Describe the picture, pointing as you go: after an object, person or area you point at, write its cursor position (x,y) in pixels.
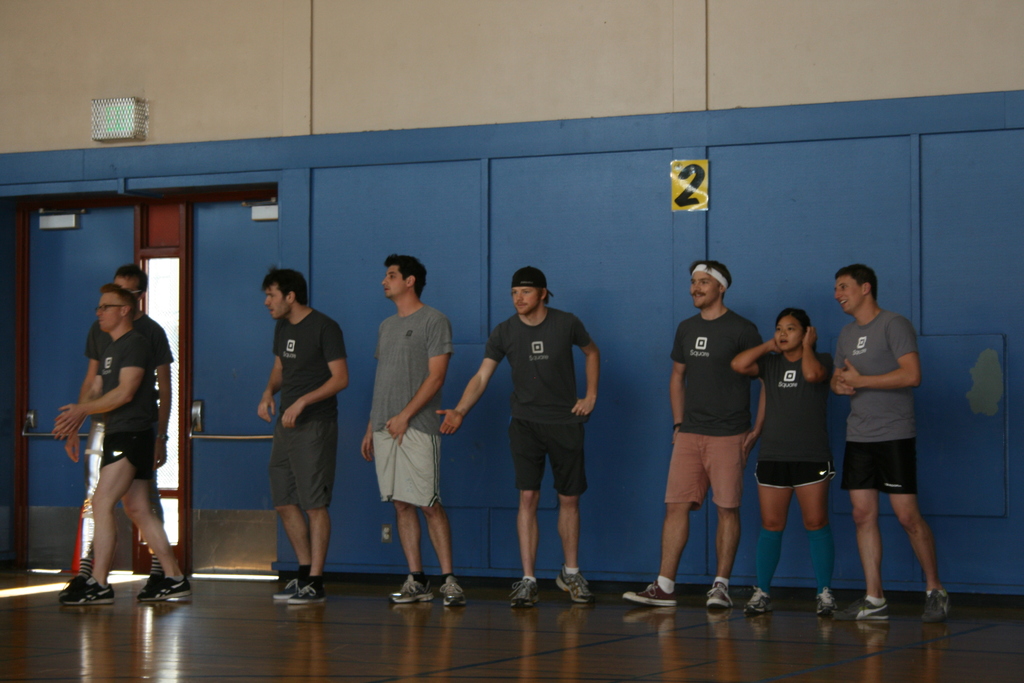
In this picture there is a man (527,384) who is wearing a black dress (559,466), beside him there is a man (431,511) who is wearing grey t-shirt (408,398), short (403,447) and shoe (455,596). On the right (904,440) we can see the group of person (849,421) standing on the pitch (926,638). On the left (137,328) there are two persons (121,363) were standing near to the door (249,318). In the top left corner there is a light (118,114).
